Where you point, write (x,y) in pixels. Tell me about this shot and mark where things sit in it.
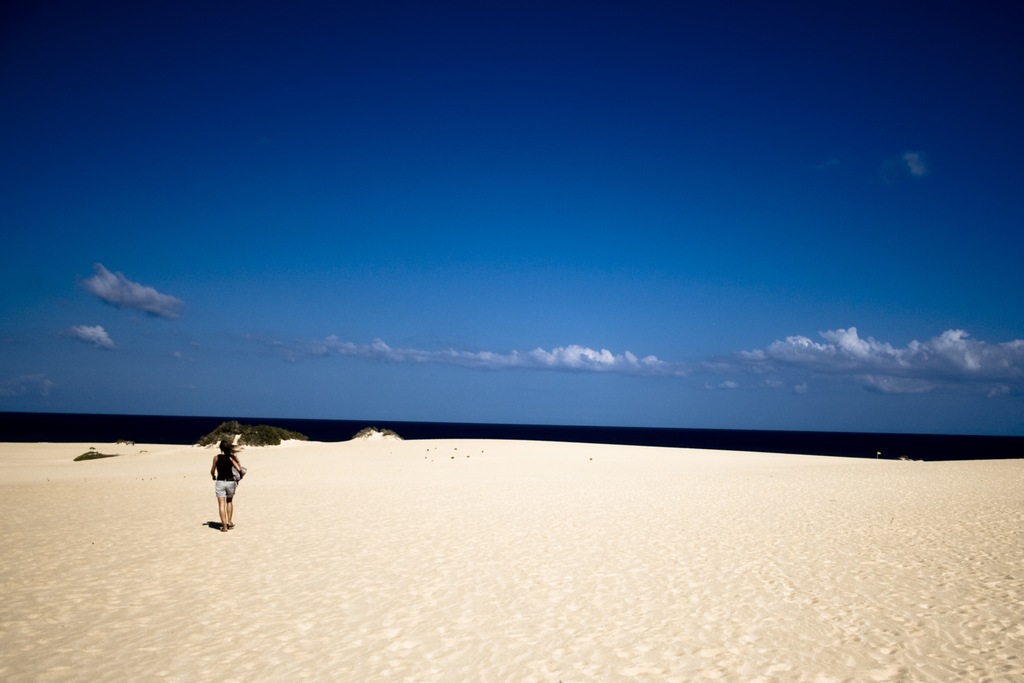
In this image we can see sand (255,507), woman (232,477), grass (259,438), water (645,436), sky (608,161) and clouds (418,362).
